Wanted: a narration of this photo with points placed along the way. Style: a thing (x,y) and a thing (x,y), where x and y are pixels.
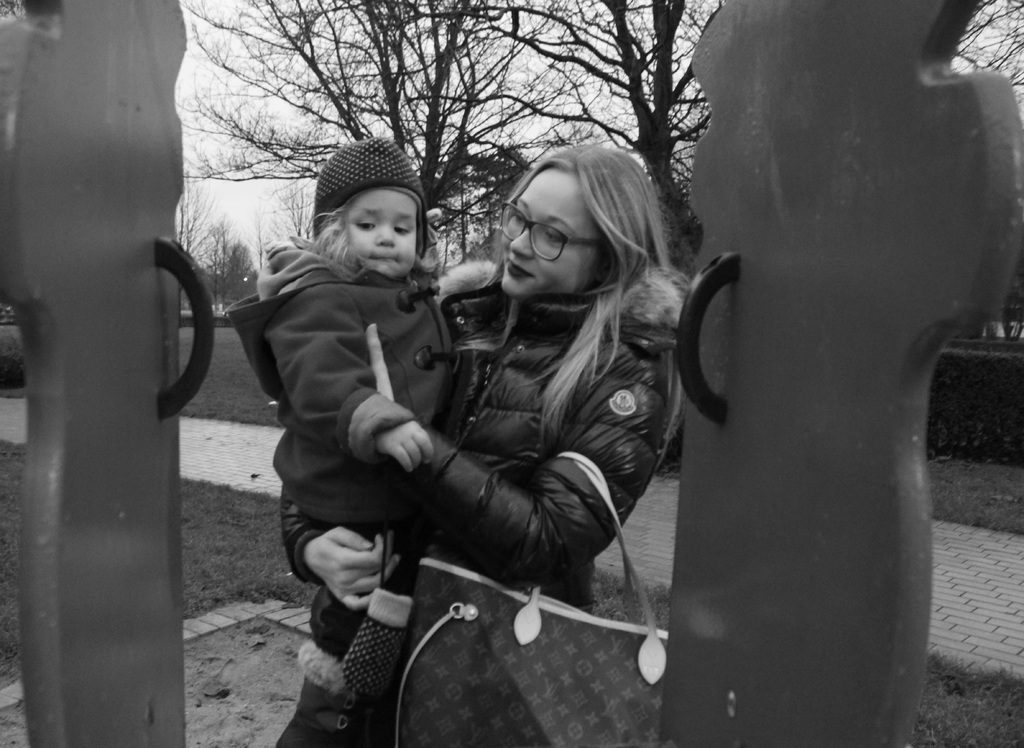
In this image we can see a woman (491,503) carrying a baby (335,397) and the woman (509,554) is holding a handbag (523,650). Behind the woman (513,292) we can see the trees (481,237) and the grass (262,396). In the foreground (178,575) there are wooden objects (887,506). At the top (188,86) we can see the sky (193,101).
